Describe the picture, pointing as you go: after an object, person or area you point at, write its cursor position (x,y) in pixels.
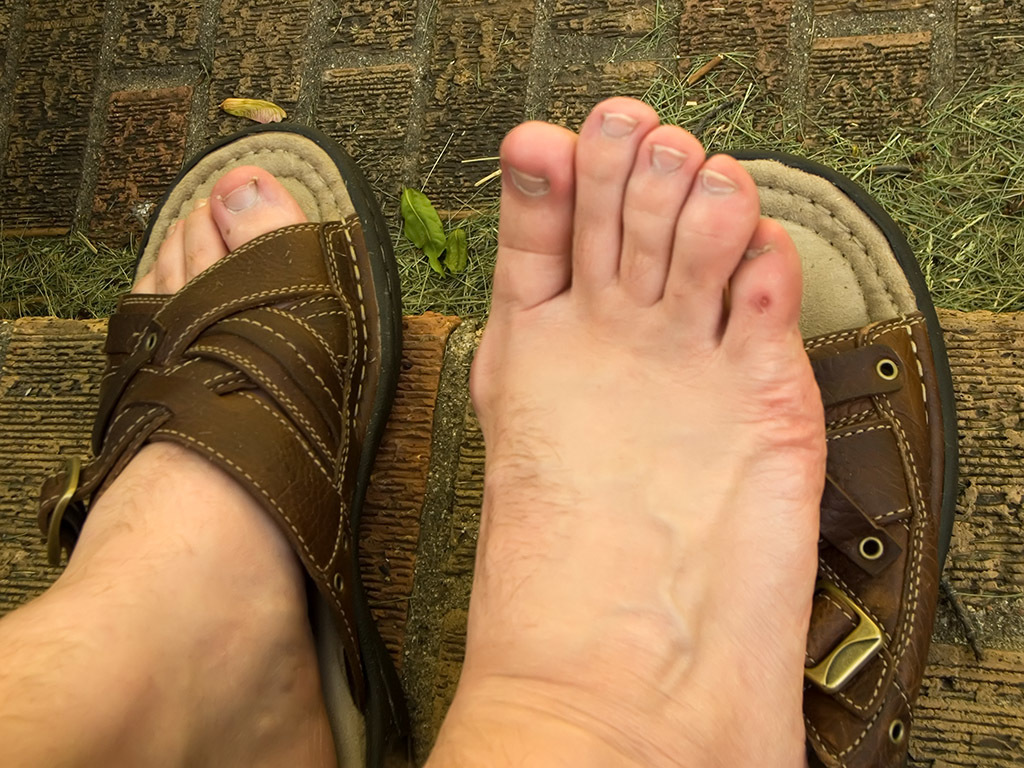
In this image I can see the person's legs (190,628) and I can also see the footwear (230,299) of the person (144,282). In the background (921,215) I can see the grass (955,222) in green color.
